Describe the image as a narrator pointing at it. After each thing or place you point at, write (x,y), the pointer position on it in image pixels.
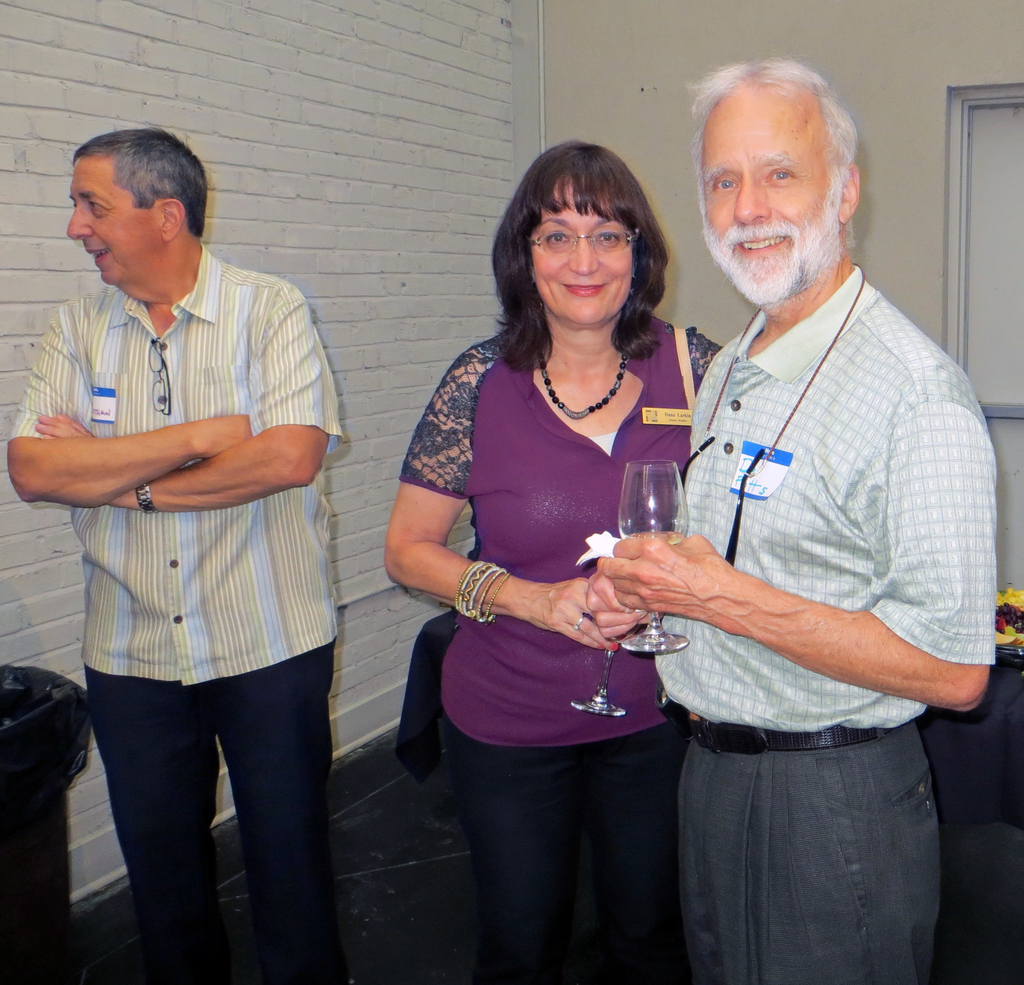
This picture shows few people (484,411) standing. We see a man (758,792) and a woman (564,619) holding glasses (588,703) in their hands (673,555) and we see smile on their faces (553,305) and women (561,260) wore spectacles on her face (574,256) and we see a dustbin (70,704) on the side and we see a table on the back of them.
